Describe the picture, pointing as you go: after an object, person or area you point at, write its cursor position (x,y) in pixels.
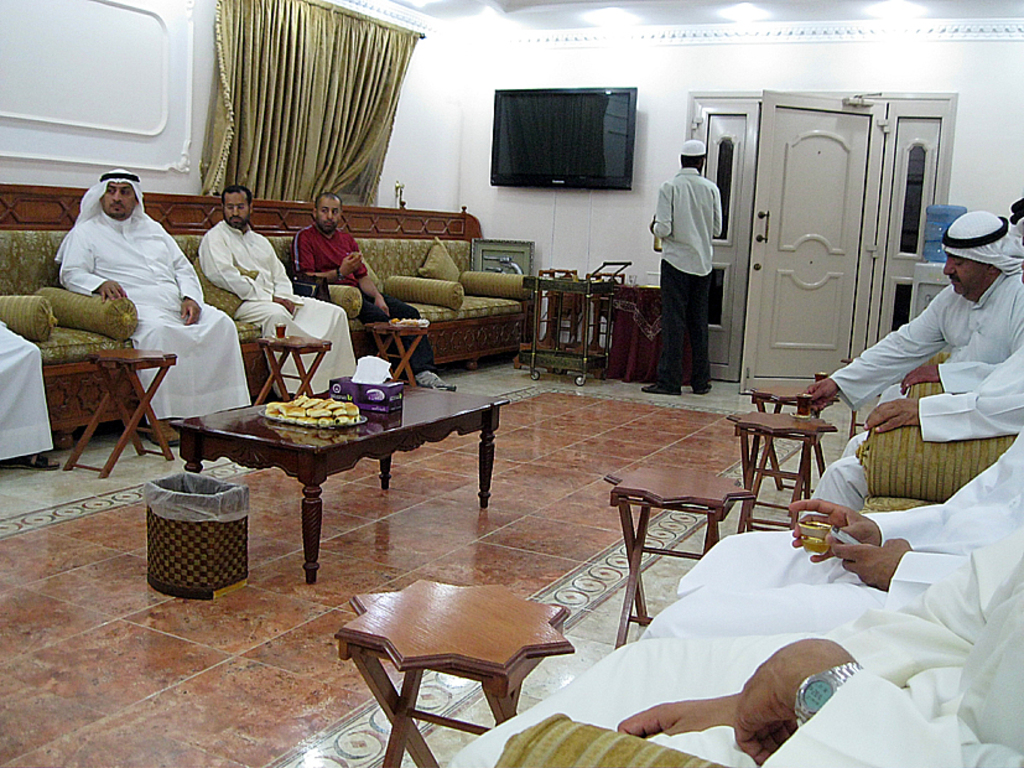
In this image, we can see some people (237,292) sitting on the sofas (422,259), there are some tables (305,558), there is a man (686,261) standing and there is a door (786,242), we can see a black color television (543,183) on the wall (581,212).
